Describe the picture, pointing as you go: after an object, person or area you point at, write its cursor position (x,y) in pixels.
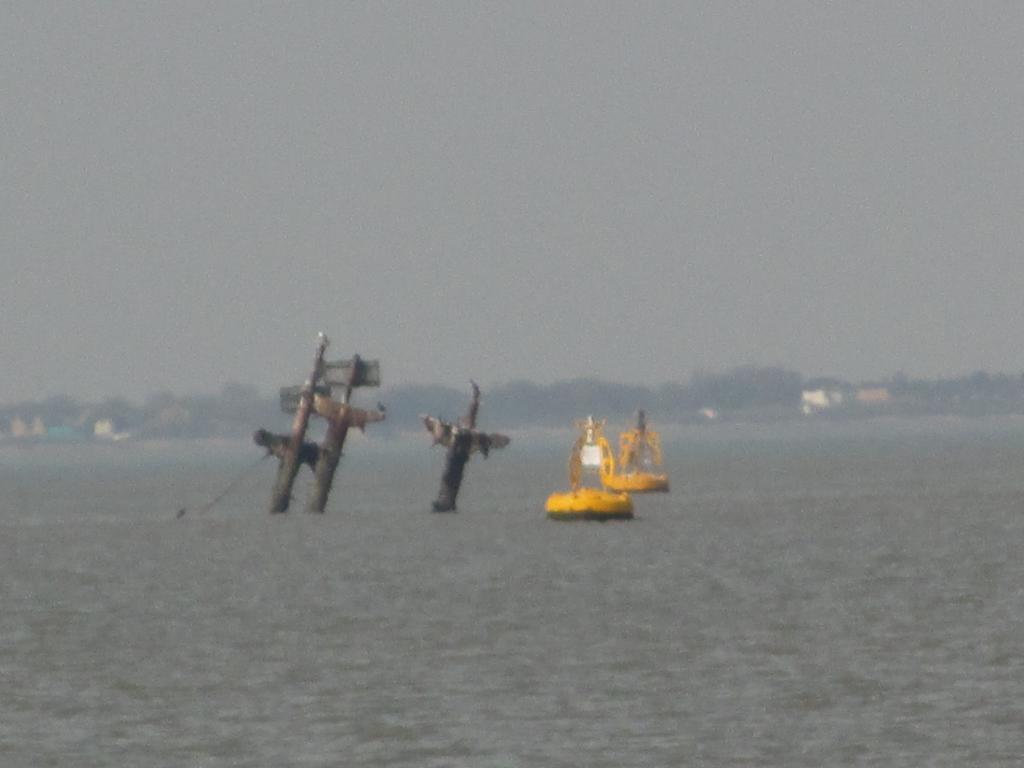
Here we can see three poles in the water (512,559) and there are two object (585,488) which are not clear on the water (417,597) and in the background (50,424) we can see trees (547,399), buildings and sky (527,271).
